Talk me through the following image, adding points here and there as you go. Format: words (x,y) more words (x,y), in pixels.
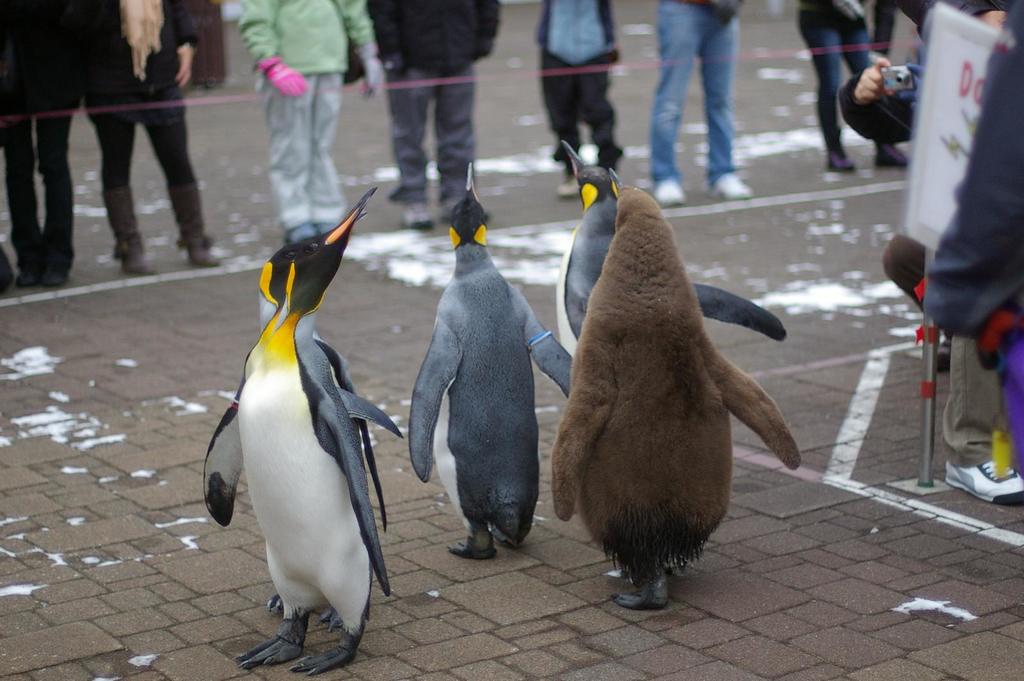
In the center of the image (578,361) we can see penguins (295,486) are there. At the top of the image (379,80) we can see some persons (459,61) are standing. On the right side of the image (901,284) we can see board (950,138), some persons (883,50), camera (907,77) are there. In the background of the image (46,290) we can road (163,376) and some snow (441,266) are there.
